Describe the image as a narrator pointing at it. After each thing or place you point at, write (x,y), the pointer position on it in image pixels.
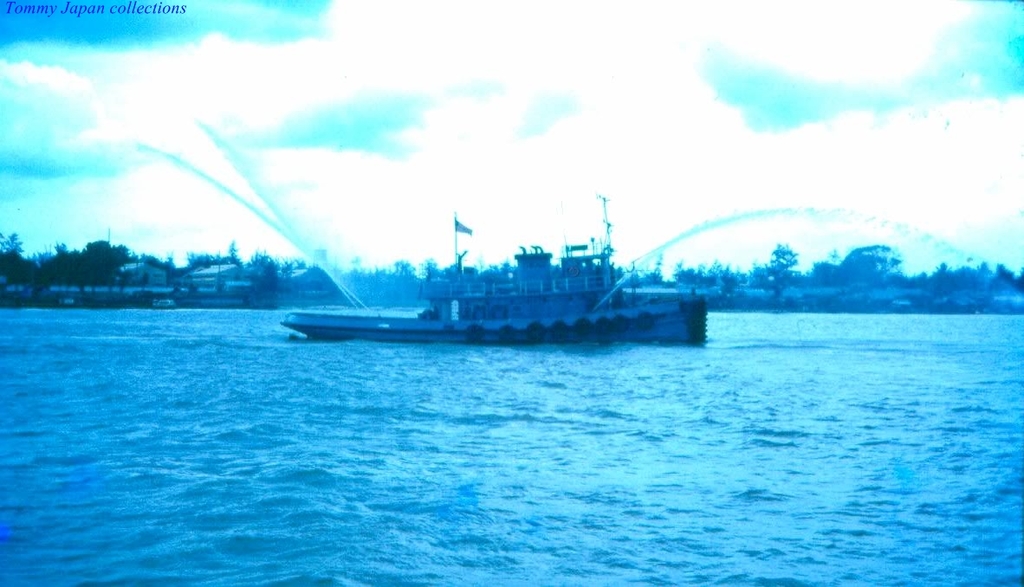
In this image there is a ship (466,278) in the lake (508,380) and it is spraying the water (315,264) in to the lake (164,320). In the background (169,276) there are buildings (199,275) and trees (184,281) in between them.
